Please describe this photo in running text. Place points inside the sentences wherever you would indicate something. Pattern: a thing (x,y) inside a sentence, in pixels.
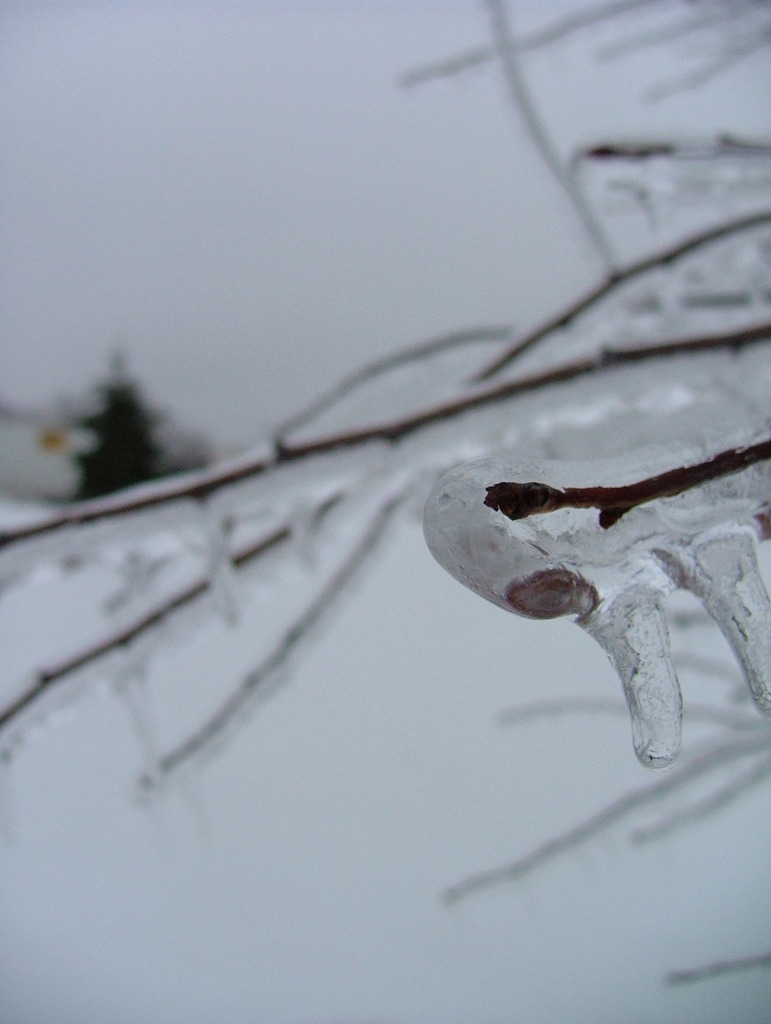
In this picture we can see some dry tree branches (285,458) full of snow (663,541). Behind there is a blur background (49,465).
